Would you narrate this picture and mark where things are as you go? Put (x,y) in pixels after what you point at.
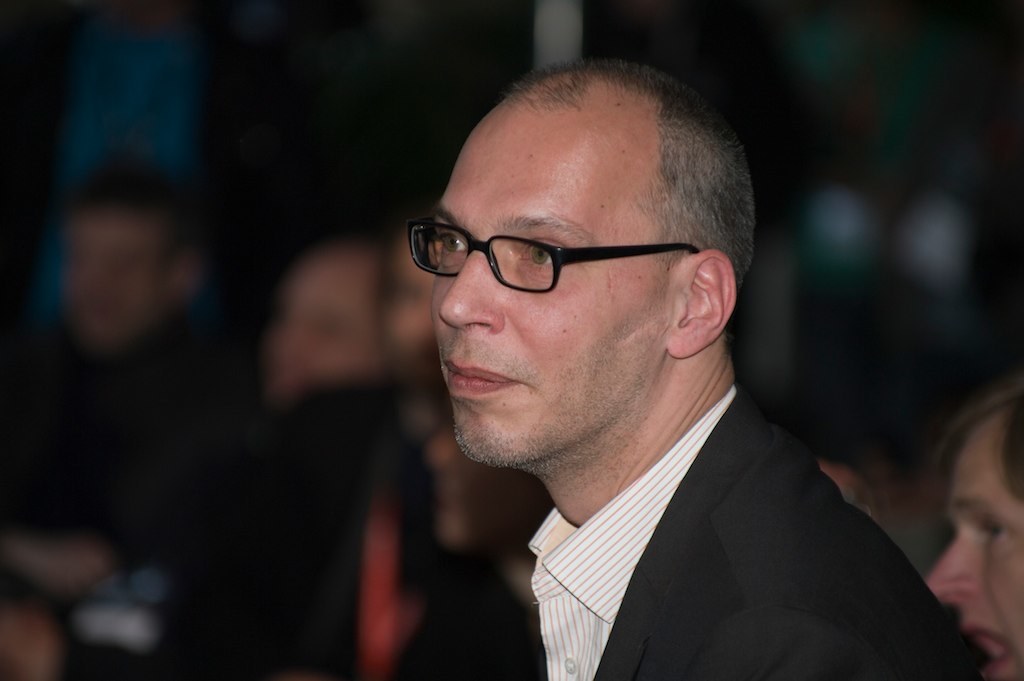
In the picture I can see a man (544,307) wearing a shirt (546,567) and a suit (852,588). I can see the face (1012,556) of a person (965,414) on the bottom right side (989,667). In the background (185,203), I can see a few persons (155,480), though their faces (125,261) are not visible. This is looking like a pole (545,58) at the top of the image (563,16).
